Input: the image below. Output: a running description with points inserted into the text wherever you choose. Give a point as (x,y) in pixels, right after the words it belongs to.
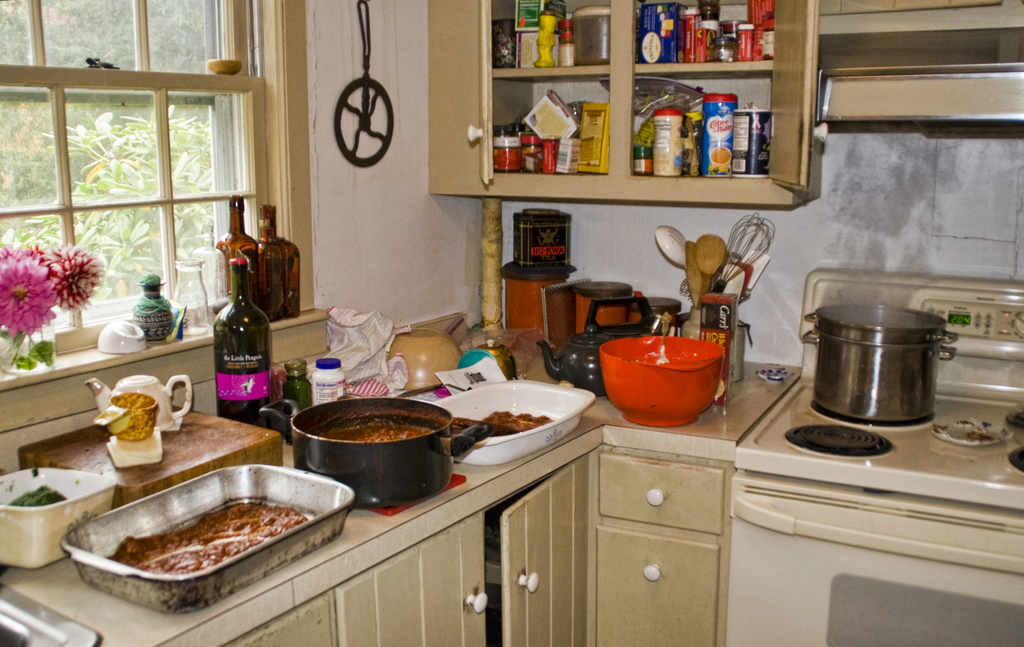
In this picture we can see bottles (187,292), teapots (568,340), bowls (656,371), trays (500,440), jars (337,366), flowers (60,275), spoons (710,272), papers (486,382), cupboards (549,621), boxes (648,53), window (129,52), wall (895,200), stove (805,303) and some objects (352,81) and in the background (200,116) we can see trees (187,152).
